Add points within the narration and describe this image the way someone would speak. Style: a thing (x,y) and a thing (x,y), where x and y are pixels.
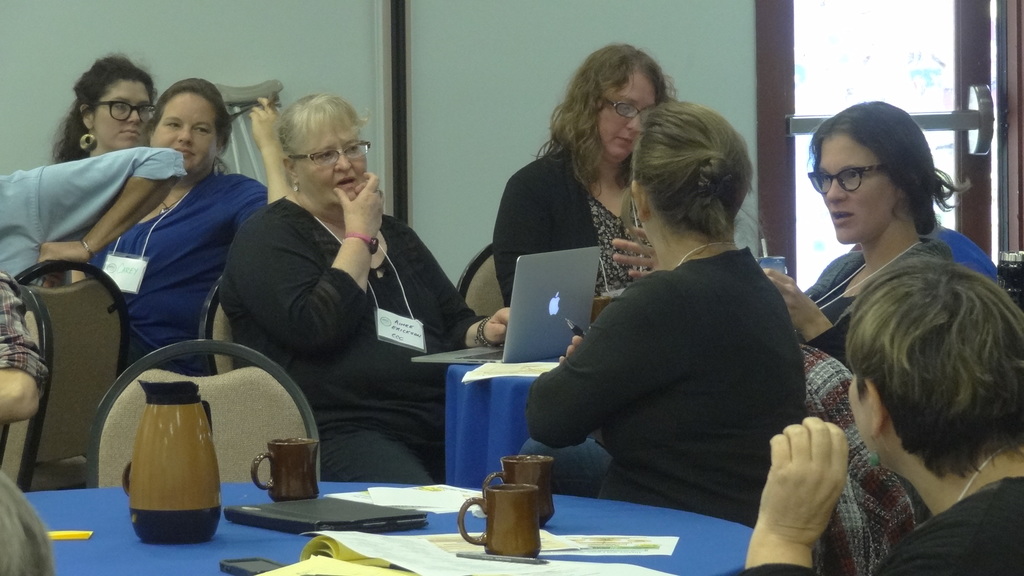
In this image I can see a group of women (891,206) are sitting on the chairs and working in the laptops (501,345) and also talking. At the bottom (452,526) there are tea cups (303,490) on this table (439,520), on the right side (775,233) it looks like a glass window (940,27).
